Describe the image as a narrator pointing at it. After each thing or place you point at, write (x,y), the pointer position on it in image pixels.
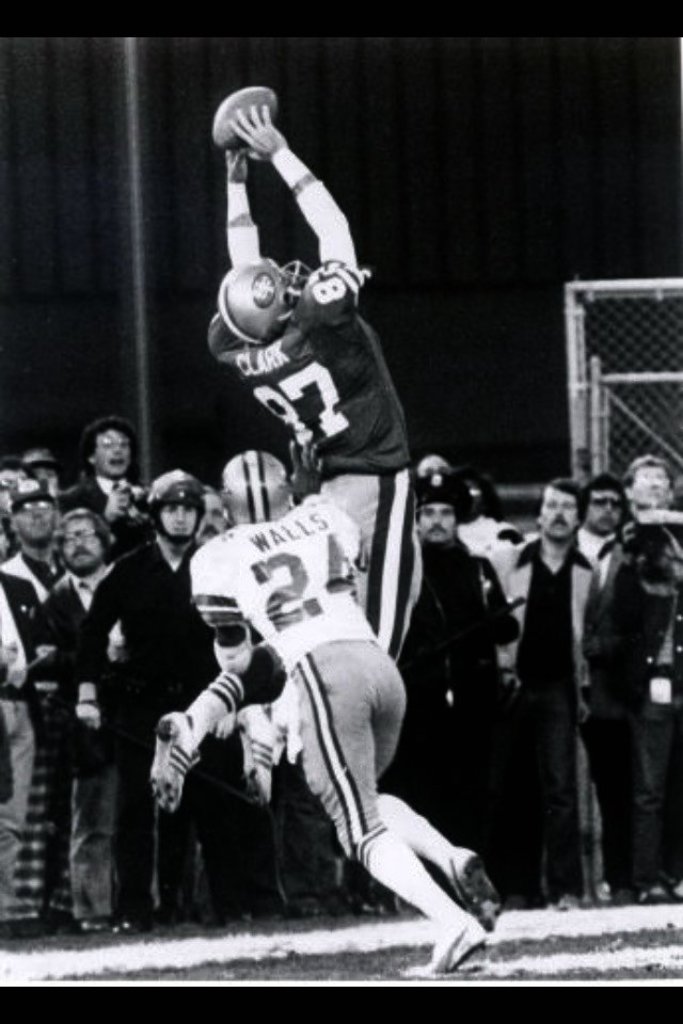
In the middle of this image (382,442), there are two persons (386,484) playing on the ground (342,948). In the background (490,704), there are other persons (606,543) watching them, there is a net (654,295) and a gray colored surface (426,100).
